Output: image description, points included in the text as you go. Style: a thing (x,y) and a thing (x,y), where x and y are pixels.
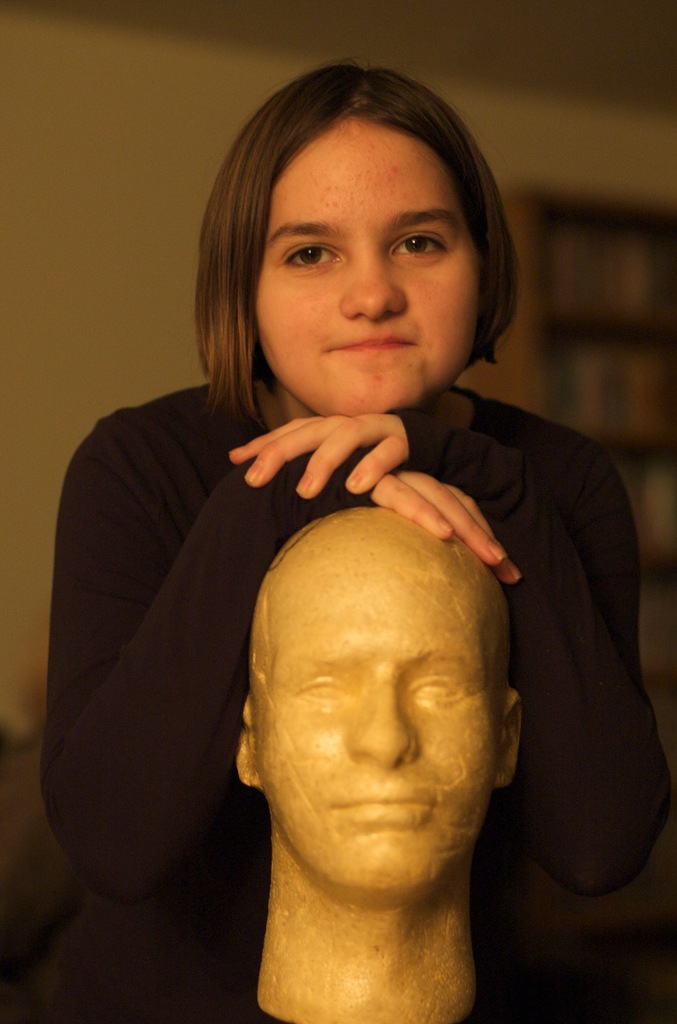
In this image, we can see a girl (234,472) standing and she is putting in her hands (421,494) on the statue head (359,633), in the background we can see a wall (275,66).
